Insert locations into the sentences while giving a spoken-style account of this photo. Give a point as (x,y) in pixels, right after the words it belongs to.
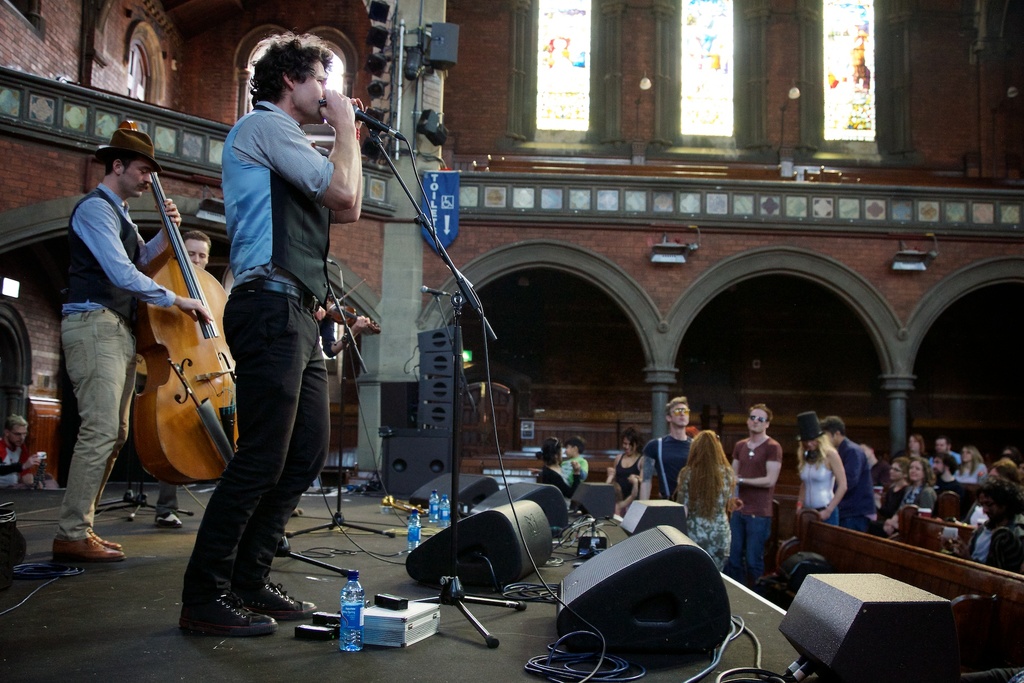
In this image I see 3 men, in which of them is in front of a mic (361,109) and another one is holding a musical instrument (174,471), I can also see there are few bottles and few equipment (415,429) on the stage (7,605). In the background (569,455) I see a building (663,329) and lot of people (627,494) over here.
